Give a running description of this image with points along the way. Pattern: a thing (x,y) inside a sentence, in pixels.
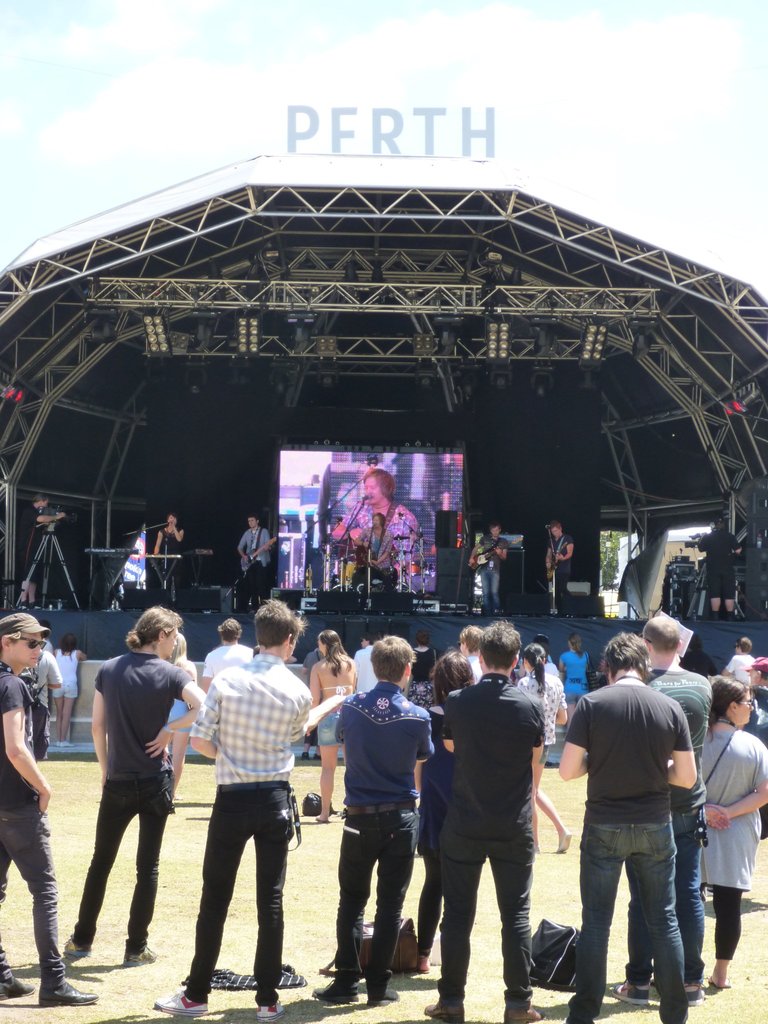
In this image, there are group of people (231,861) wearing clothes (221,651) and standing in front of the concert (538,552). There is a screen (349,476) and shade (360,288) in the middle of the image (365,360). There is a sky (327,100) at the top of the image (234,96).
